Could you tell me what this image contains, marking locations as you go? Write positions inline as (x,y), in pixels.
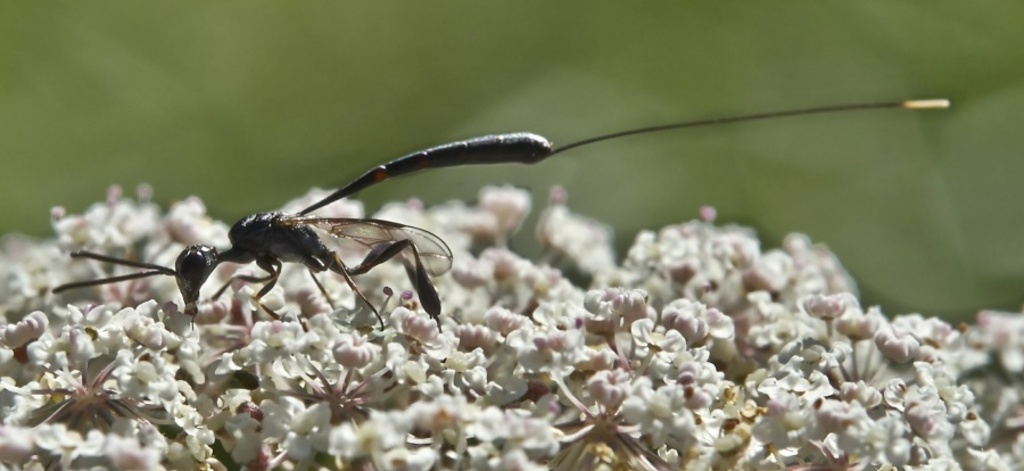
Here in this picture we can see an insect (353,235) present on the flower (694,317), which are present over there.
